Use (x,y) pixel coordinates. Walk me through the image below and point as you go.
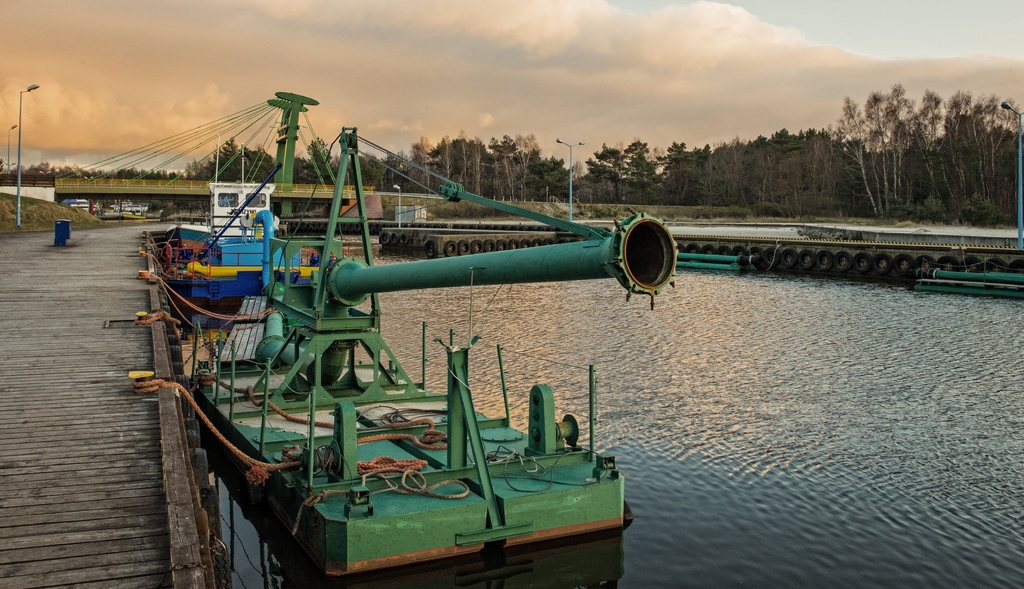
In the foreground (410,321), I can see metal objects (467,352) and boats (365,427) in the water (452,307). In the background (140,195), I can see a fence (143,183), grass (42,228), light poles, vehicles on the road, trees (721,195), bridge (123,191) and the sky (355,92). This image taken, maybe near the lake (495,379).
